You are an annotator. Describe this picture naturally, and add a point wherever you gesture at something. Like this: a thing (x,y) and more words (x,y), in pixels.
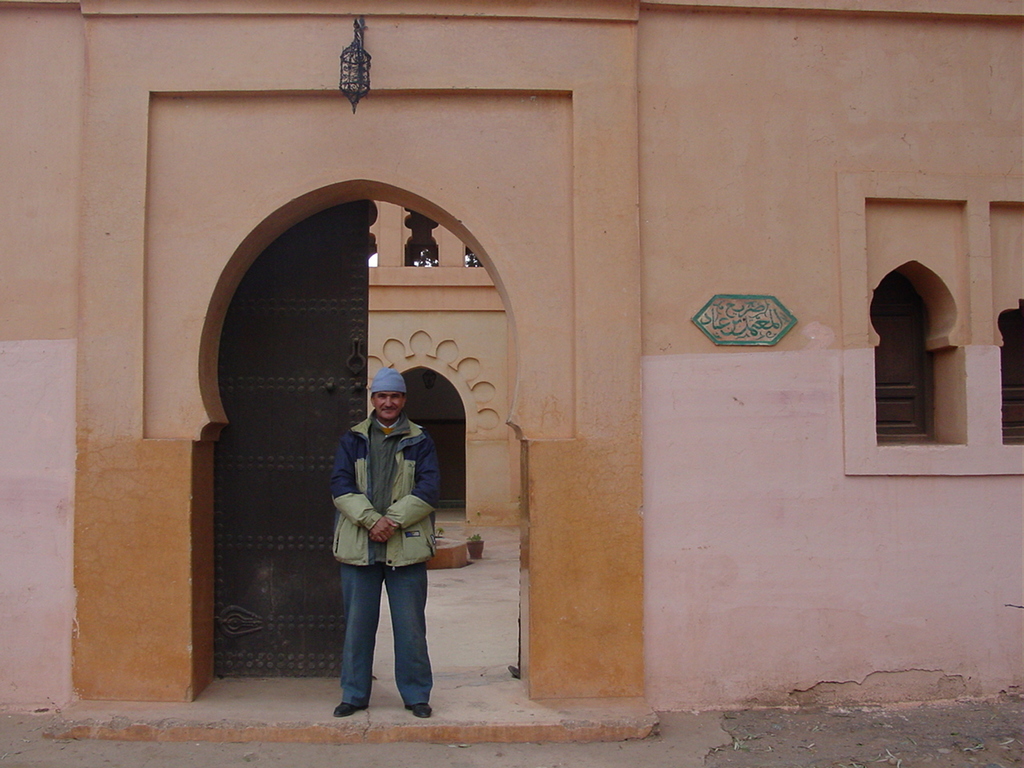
In the center of the image (400,387) there is a person (422,524) standing. In the background of the image (199,35) there is wall (545,64). There is a gate (359,325). At the bottom of the image (588,753) there is road (889,722). To the right side of the image (938,416) there are windows (936,365).
